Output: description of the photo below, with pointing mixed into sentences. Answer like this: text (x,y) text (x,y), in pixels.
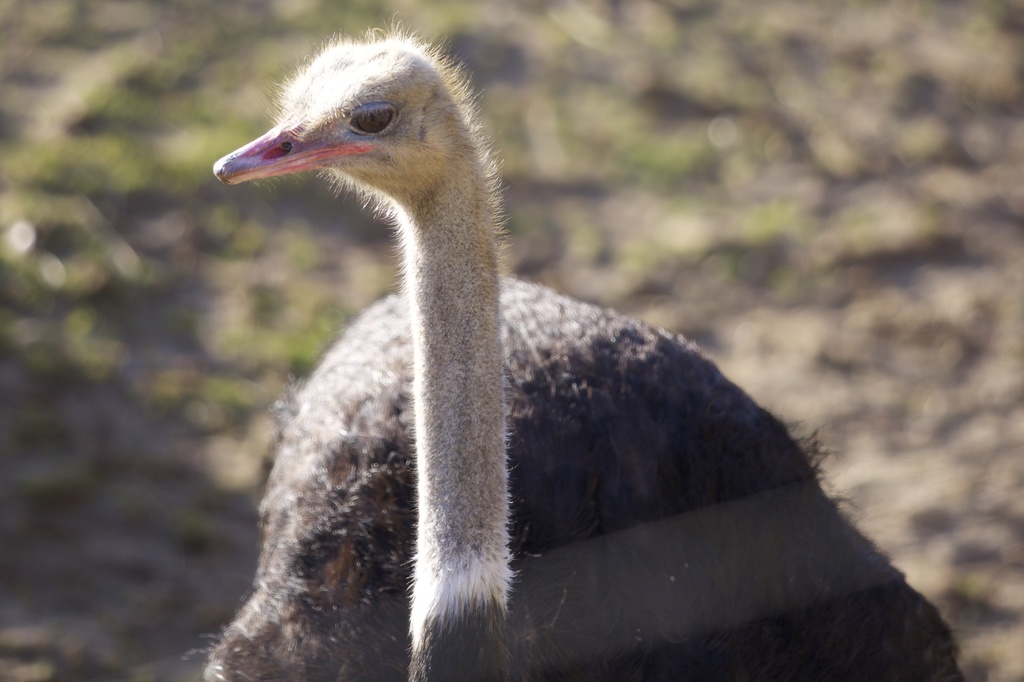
In the image we can see the ostrich (363,478), grass (292,333) and the background (712,152) is blurred.
